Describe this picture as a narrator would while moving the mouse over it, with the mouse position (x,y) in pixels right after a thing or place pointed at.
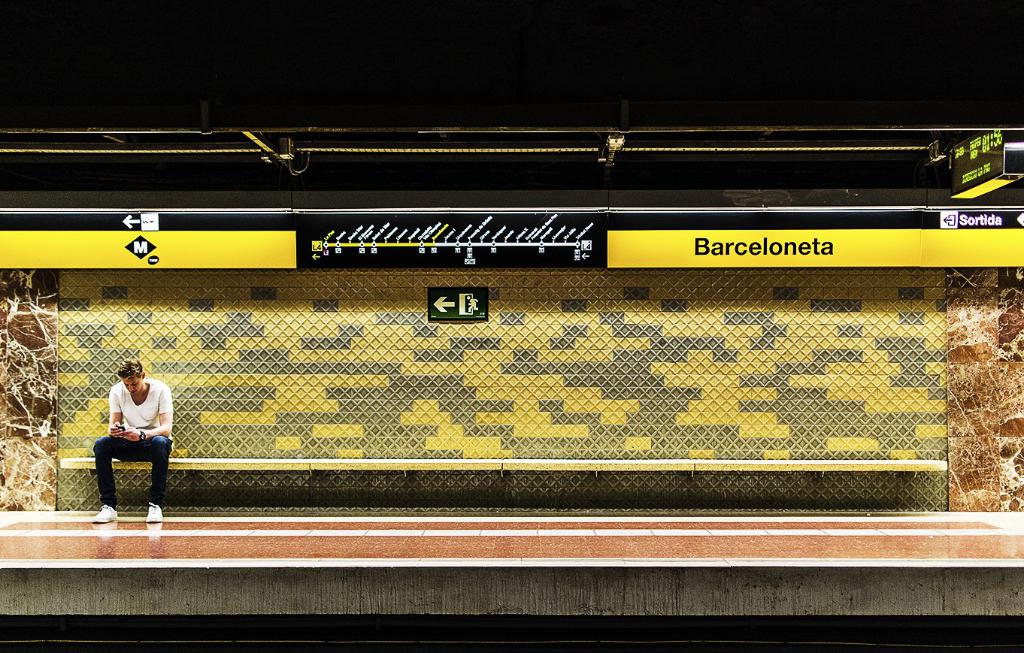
On the left side (145,402) a man (134,408) is sitting, he wore a white color t-shirt (138,420), jeans trouser (110,464) and white color shoes (153,513).
